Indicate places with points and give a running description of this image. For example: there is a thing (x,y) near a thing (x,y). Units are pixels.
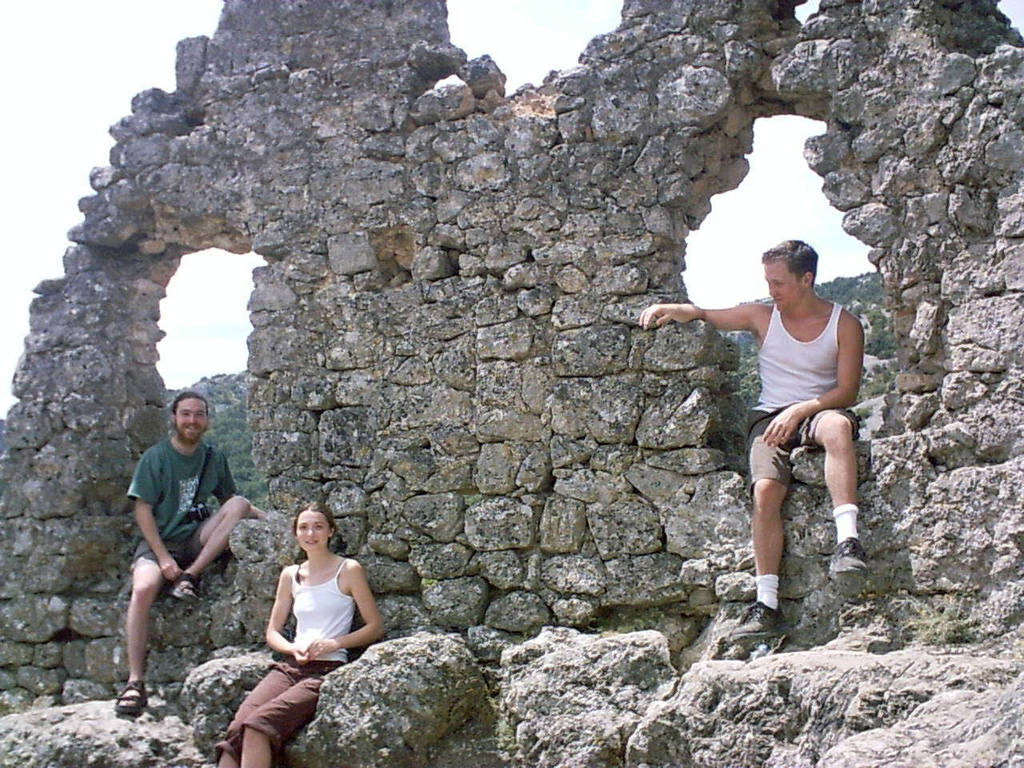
On the left side (198,456), there is a person (153,456) smiling and sitting on a stone wall (121,592). Beside him, there is a woman (306,554) in white color T-Shirt (336,614), smiling and sitting on a rock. On the right side (800,436), there is a person (857,347) in a white color T-Shirt (800,348), smiling and sitting on the stone wall (806,542). In the background (245,324), there is a mountain (756,342) and there is sky (211,308).
